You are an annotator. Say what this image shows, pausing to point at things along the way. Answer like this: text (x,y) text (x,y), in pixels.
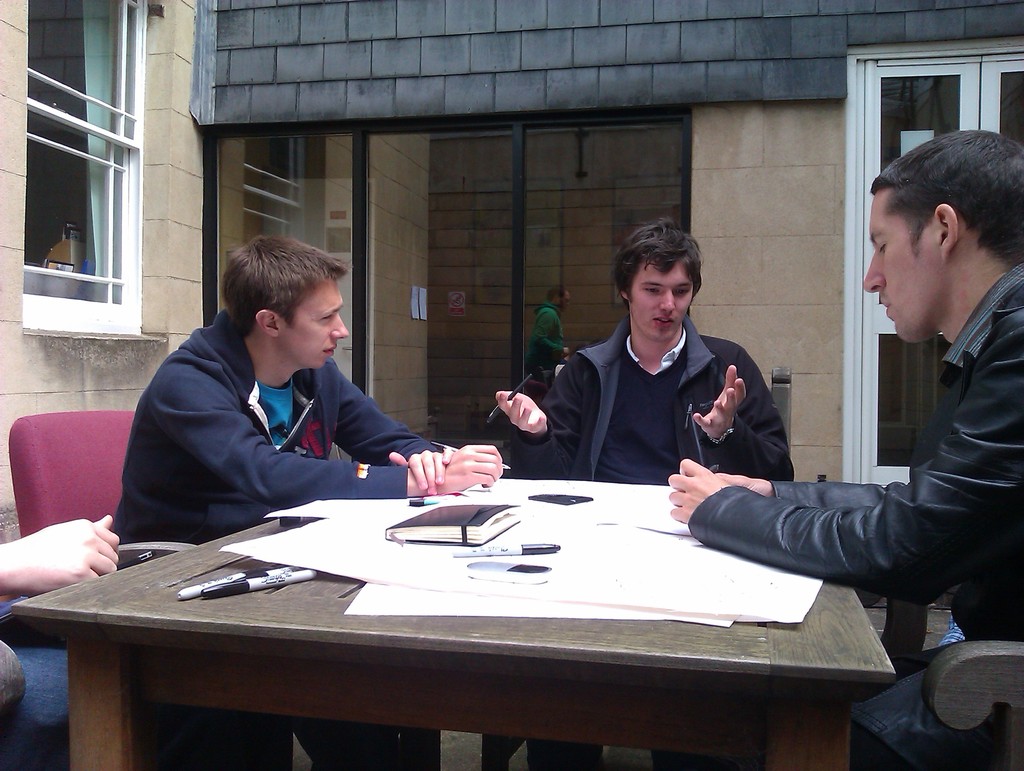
In this picture we can see three persons (878,724) sitting on the chairs (953,706). This is table (710,647). On the table (753,644) there are papers (630,544), markers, and book (480,517). On the background (723,293) there is a wall (809,250). Here we can see a person (544,328) who is standing on the floor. And this is window (88,157).
